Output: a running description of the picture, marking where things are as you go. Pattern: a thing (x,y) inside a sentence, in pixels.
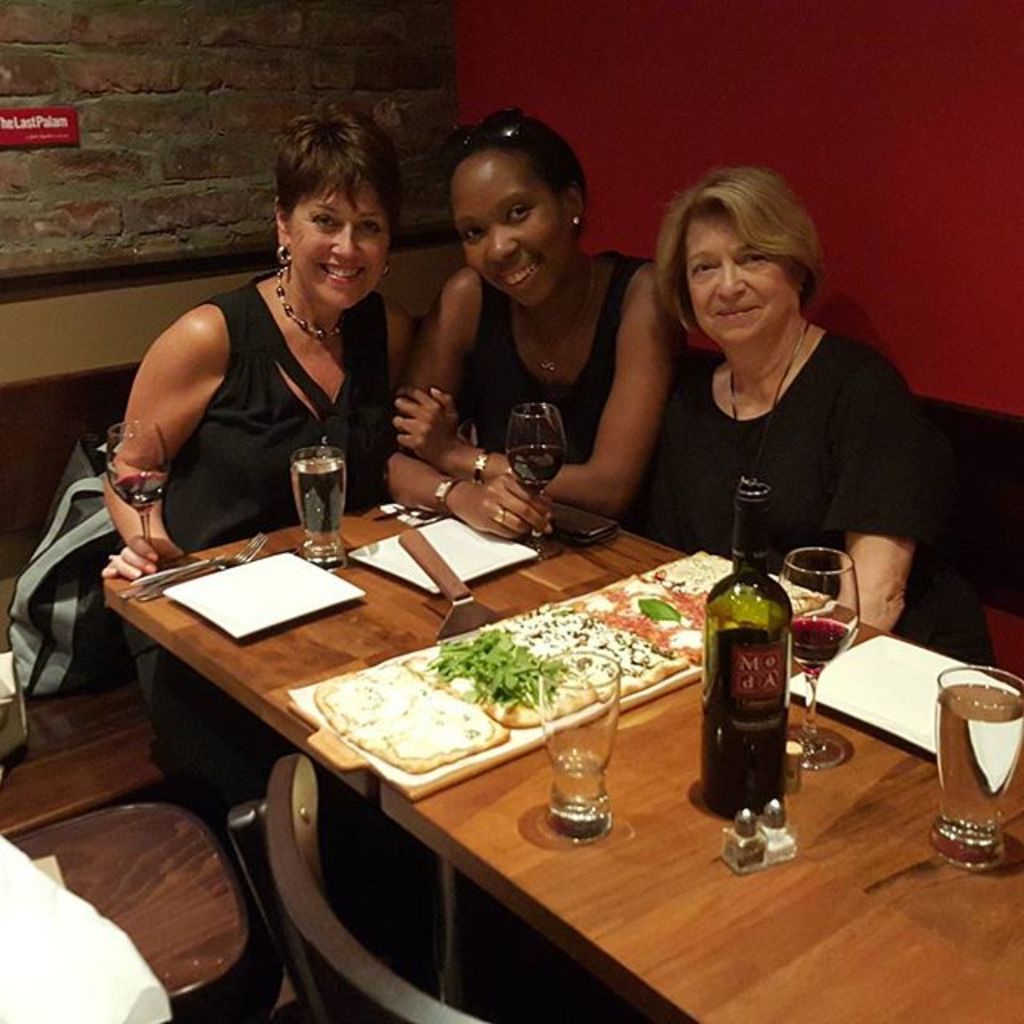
In the image we can see there are three women (491,353) sitting on a chair (114,763). There is a table (685,916) in front of them. On the table (581,875) we can see glass (598,752), bottle (745,722), wine glass (807,655), food (422,749), fork (214,566) and plate (470,565).
